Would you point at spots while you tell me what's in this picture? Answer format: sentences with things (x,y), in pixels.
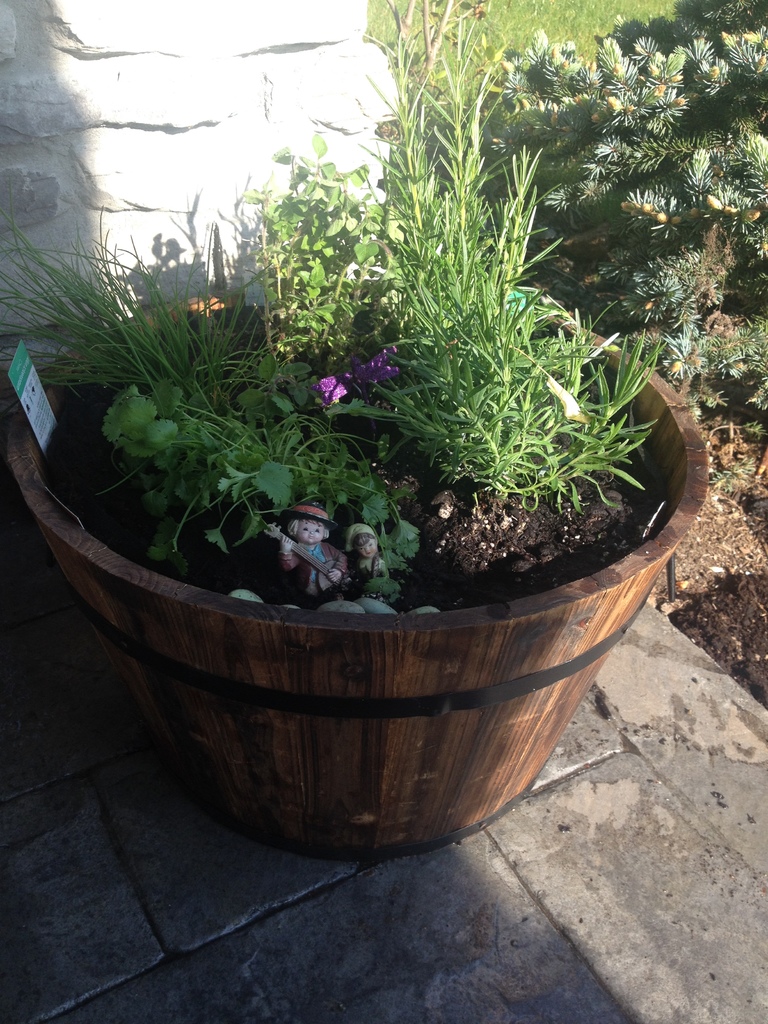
In the picture we can see a house plant (149,350) in the wooden bowl (590,531) and beside it, we can see some plants (724,21) and a part of a grass (477,54).
